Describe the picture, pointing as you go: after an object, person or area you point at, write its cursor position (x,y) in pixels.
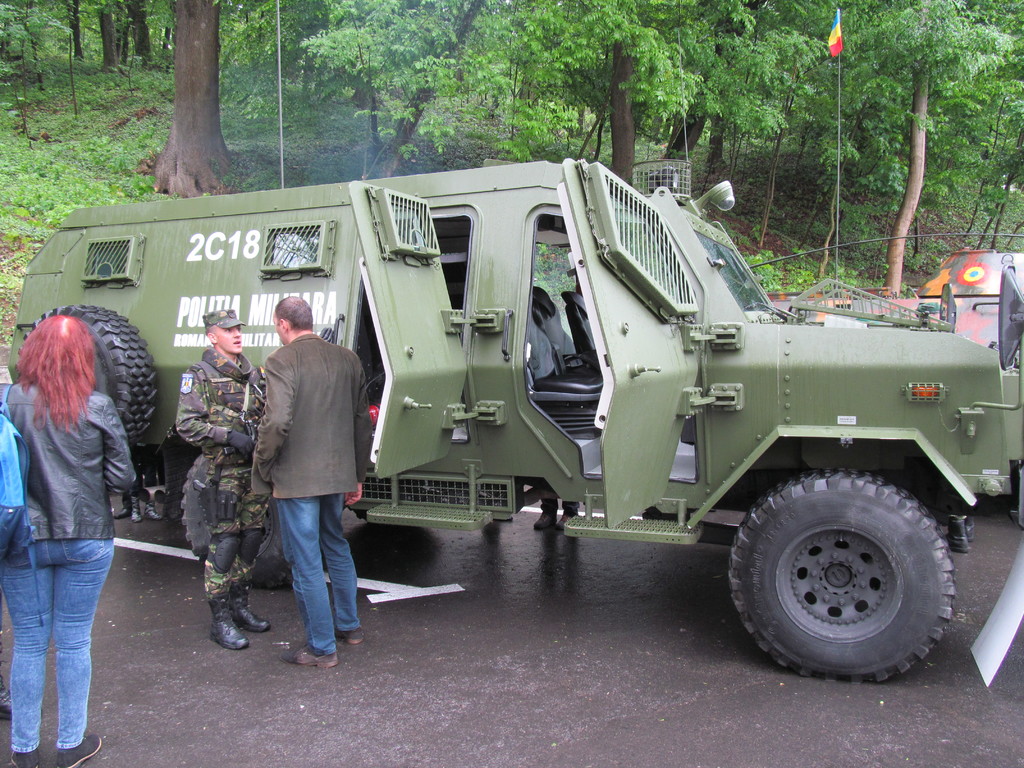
In this picture I can see vehicles (484,355), there are few people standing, and in the background (368,173) there are trees (369,51).
